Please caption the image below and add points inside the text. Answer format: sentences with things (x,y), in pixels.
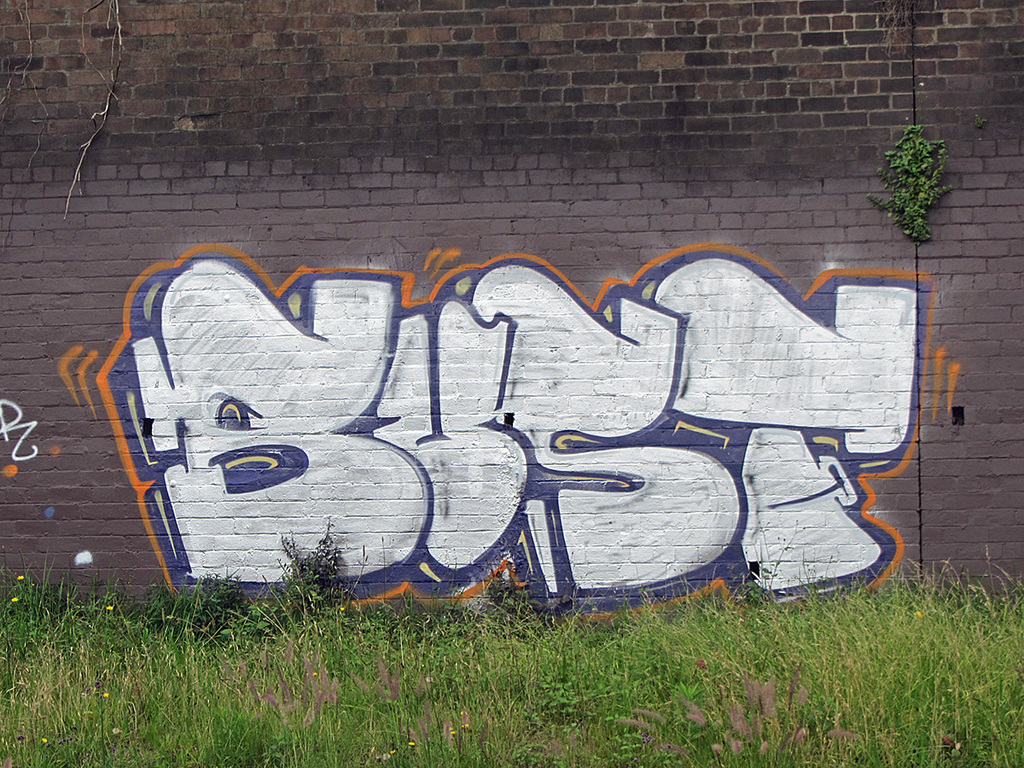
In this image, I can see the painting (623,444) on the wall (813,413). This is the grass (256,679), which is green in color.
